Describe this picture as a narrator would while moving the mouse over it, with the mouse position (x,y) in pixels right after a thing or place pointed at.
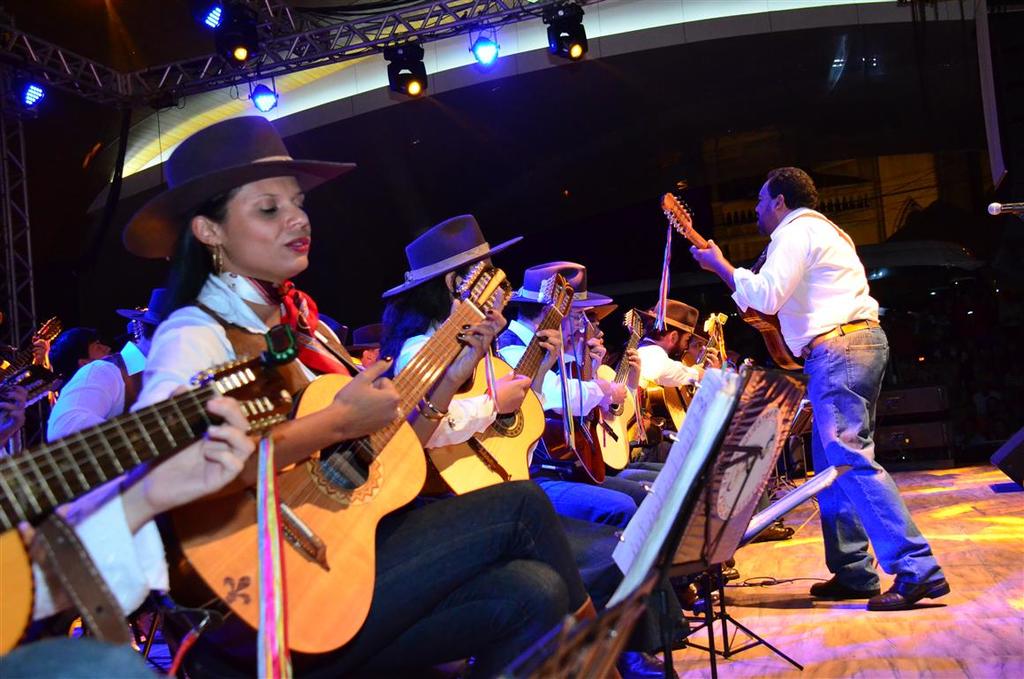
There are few people (457,526) sitting on the chair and playing guitar (190,404). On the right (858,390) a person (858,390) is standing and playing guitar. In the background (17,167) there are poles (71,82) and lights (270,100).
